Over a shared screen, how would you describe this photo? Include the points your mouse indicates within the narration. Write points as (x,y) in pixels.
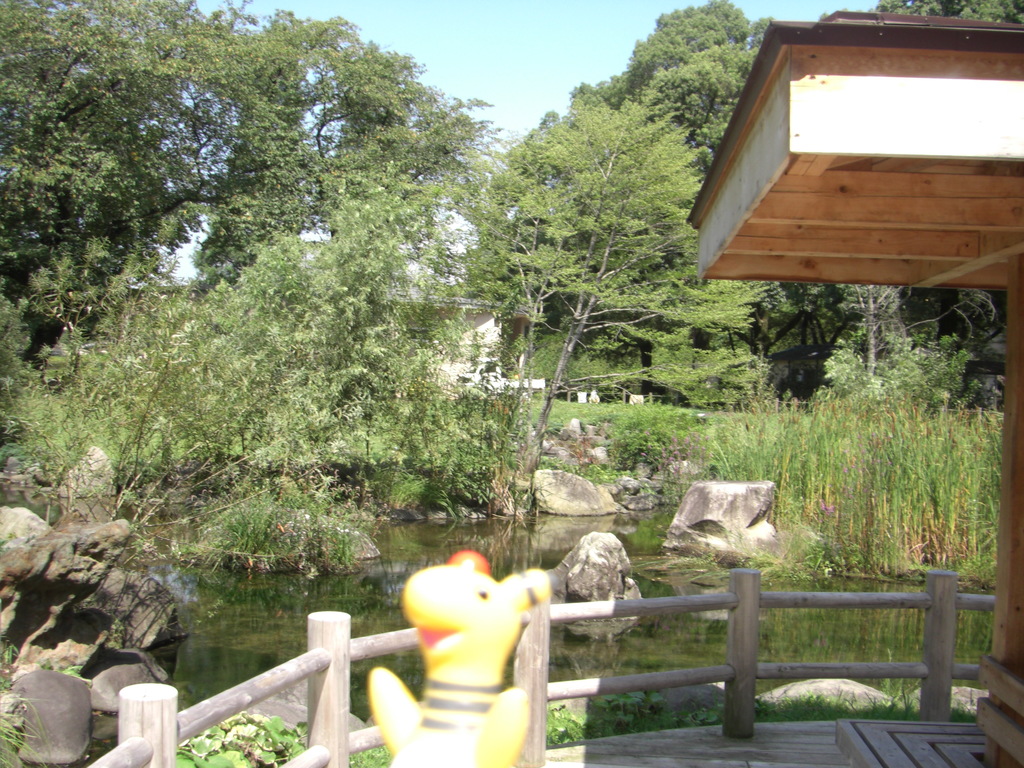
In the picture I can see the water (552,530), the grass (892,569), rocks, wooden fence (784,663) and some other objects (534,586). In the background (519,56) I can see the sky (449,23).
